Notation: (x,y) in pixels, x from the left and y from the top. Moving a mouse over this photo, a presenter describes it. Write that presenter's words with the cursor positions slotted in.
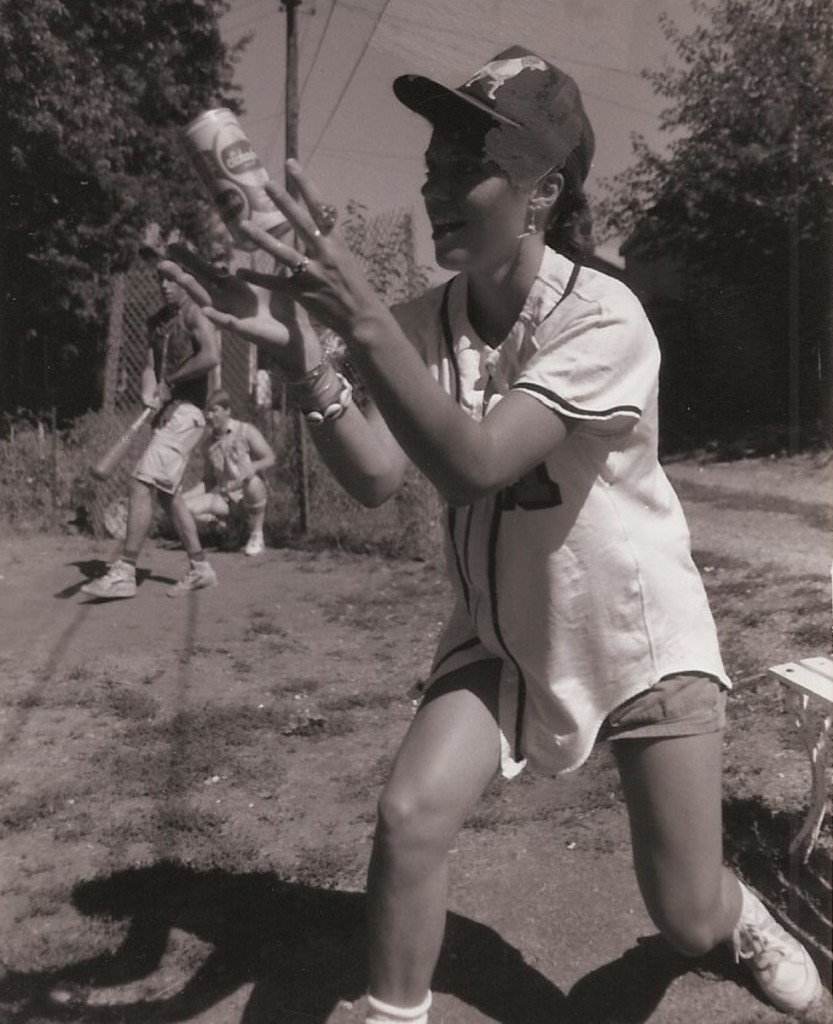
In this image I can see three people (432,711). I can see one person (470,161) wearing the cap (511,90) and an another person (151,456) holding the baseball bat (114,454). There is a tin (211,180) in the air. In the background (85,310) I can see many trees (196,219), pole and the sky (477,53).
